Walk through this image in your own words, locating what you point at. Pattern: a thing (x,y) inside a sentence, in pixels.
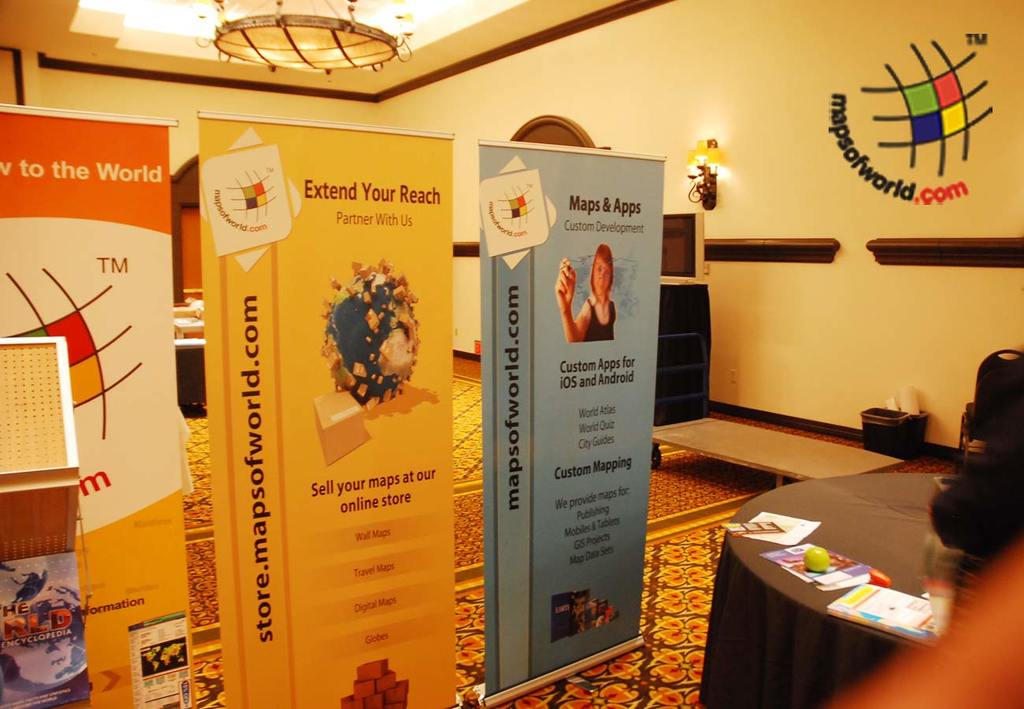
In this image, we can see banners (448,655). There is a table (819,538) in the bottom right of the image (825,542). There is a text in the top right of the image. There is a light (372,43) at the top of the image (328,25). There is an another light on the wall (733,187).
